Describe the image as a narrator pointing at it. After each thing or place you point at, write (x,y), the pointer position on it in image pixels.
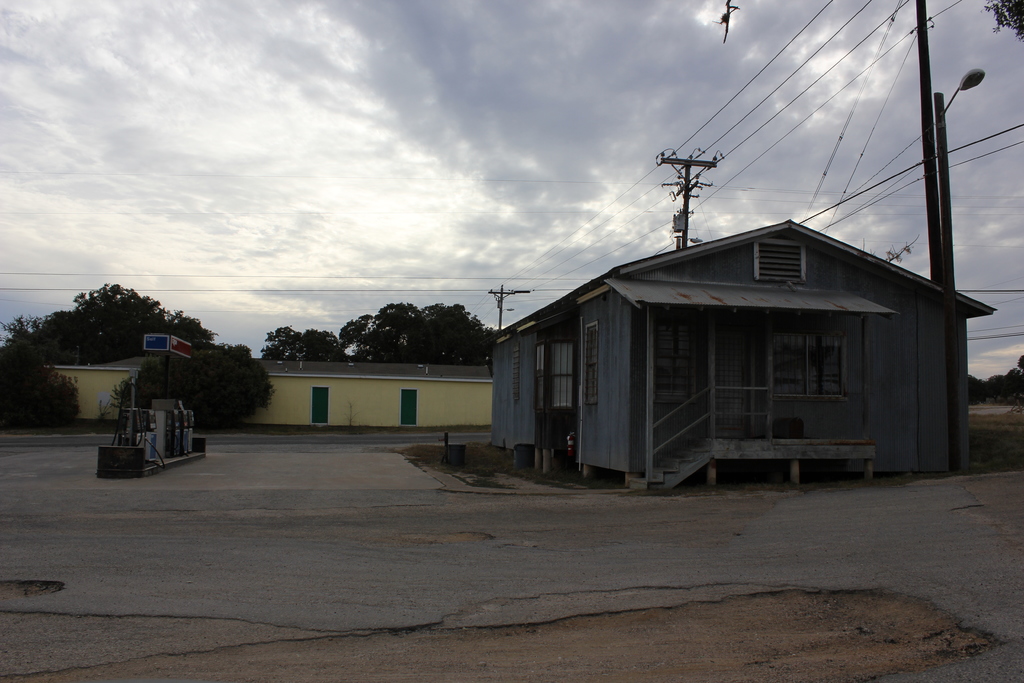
In this image we can see the houses (340,418), there are some trees (194,382), poles (947,237), wires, lights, boards (157,346), doors (317,405) and some other objects (186,445), in the background (473,201), we can see the sky (802,78) with clouds (524,155).
